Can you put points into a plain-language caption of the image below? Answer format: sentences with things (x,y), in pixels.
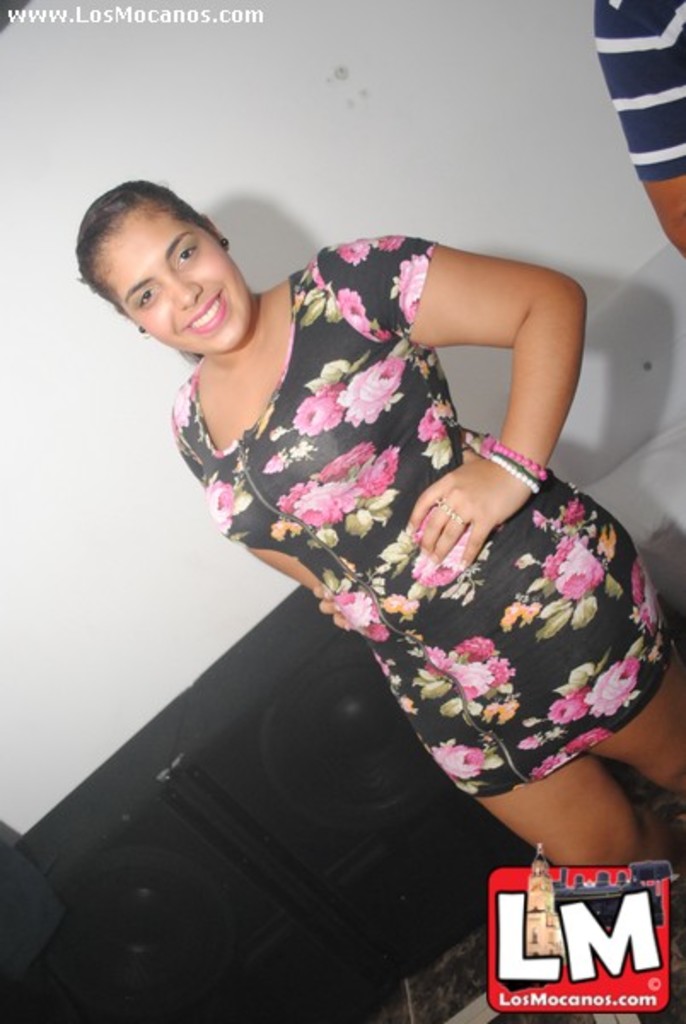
In this picture I can see a woman (80,250) with a smile on her face (231,344) and I can see few speakers (206,912) on the floor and looks like another human (635,69) at the top right corner (635,69) and I can see text (240,9) at the top left corner of the picture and logo (653,893) at the bottom right corner of the picture (556,1009) and I can see a wall (104,87) in the background (114,78).
